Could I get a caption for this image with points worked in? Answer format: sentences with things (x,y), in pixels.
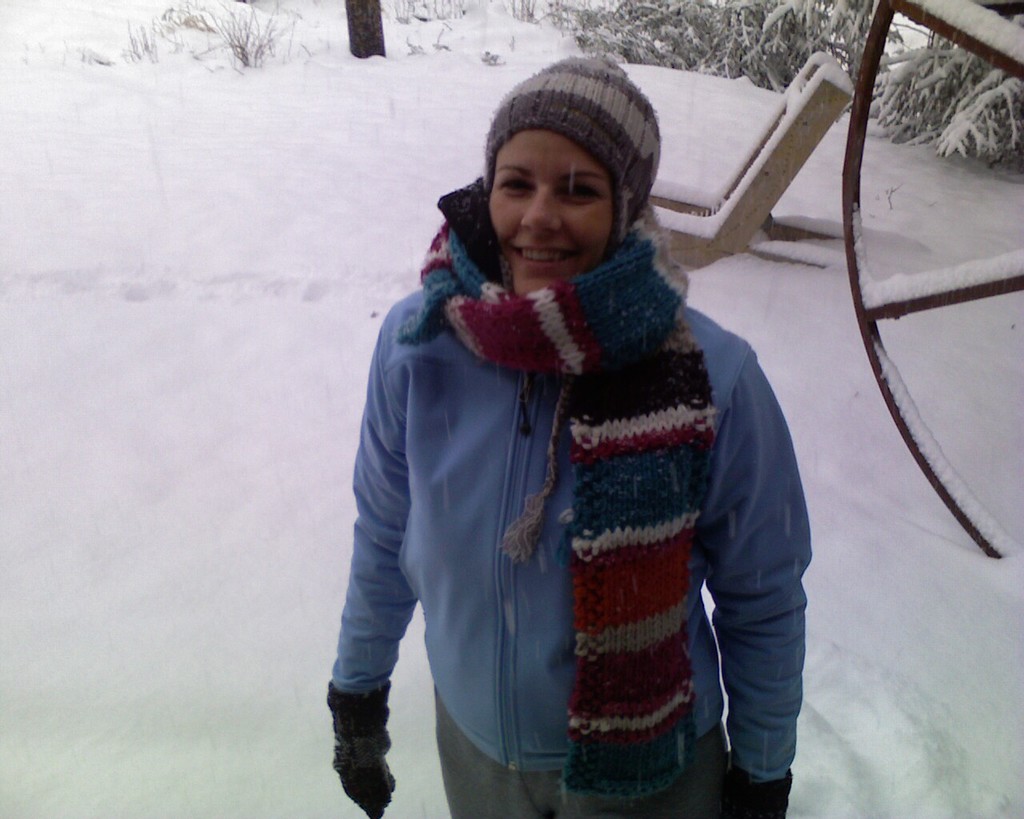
In this picture we can see a woman (570,651) is standing and smiling, she is wearing a cap (627,155) and a scarf (637,279), at the bottom (141,605) there is snow (129,612), in the background (928,110) there are some plants (913,99), it looks like a wheel (858,91) on the right side (852,190).
